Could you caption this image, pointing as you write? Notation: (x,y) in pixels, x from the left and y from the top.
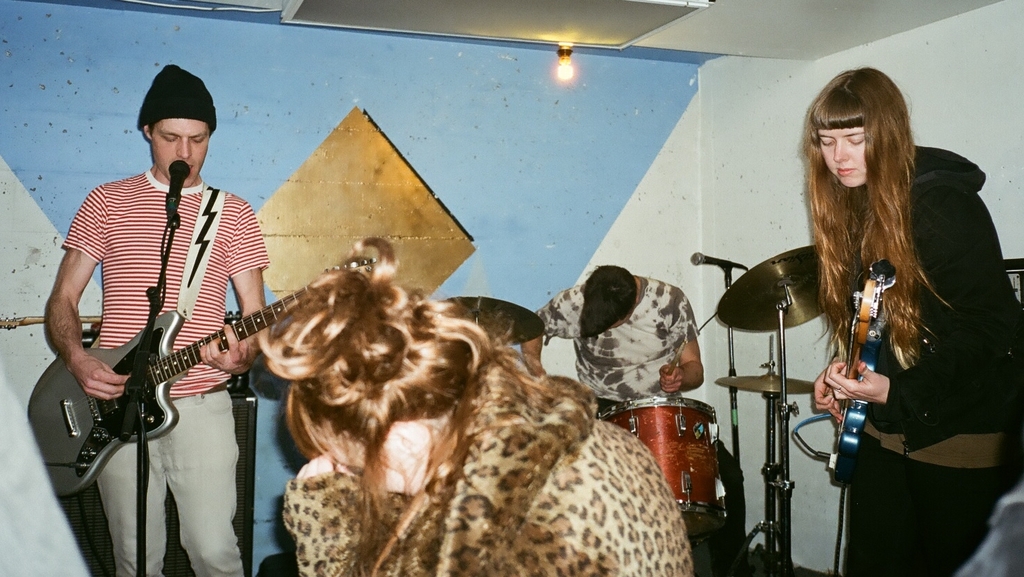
This is a picture of a band (234,241) performing live. On the right side (941,490) there is a woman (950,256) in black hoodie (930,326) standing and playing guitar (856,411). On the left (217,352) there is a man (113,304) standing and playing guitar (153,385), in front of him there is a microphone (140,420). In the center (636,304) there is a man (624,381) playing drums (677,403). In the foreground (588,396) there is a woman (351,485). In the background (514,69) it is wall (545,85). In the center of the background there is a bulb (565,74).
